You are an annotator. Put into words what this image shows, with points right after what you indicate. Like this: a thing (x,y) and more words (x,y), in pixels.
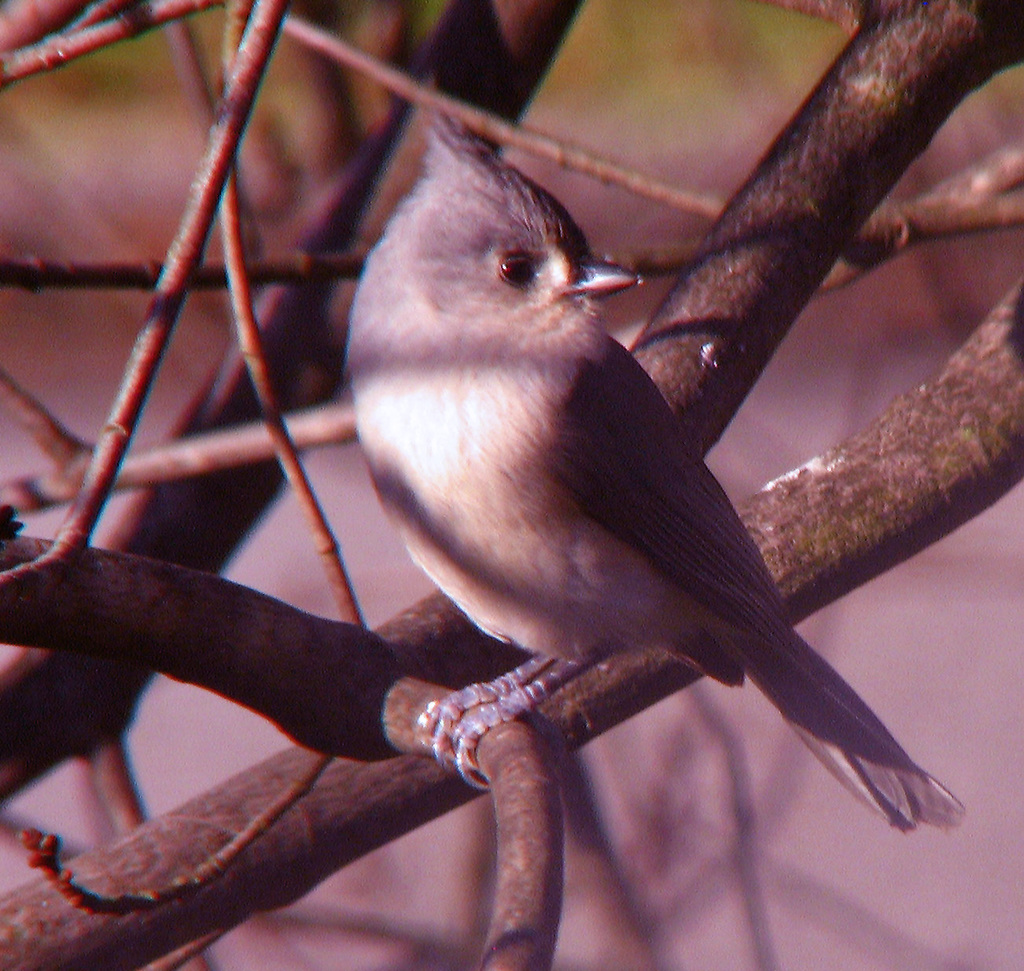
This is a zoomed in picture. In the center (541,449) there is a bird (543,513) standing on the branch (487,747) of a tree (166,528). In the background (902,570) we can see the branches (203,200) and stems (742,249) of the tree (896,470).
